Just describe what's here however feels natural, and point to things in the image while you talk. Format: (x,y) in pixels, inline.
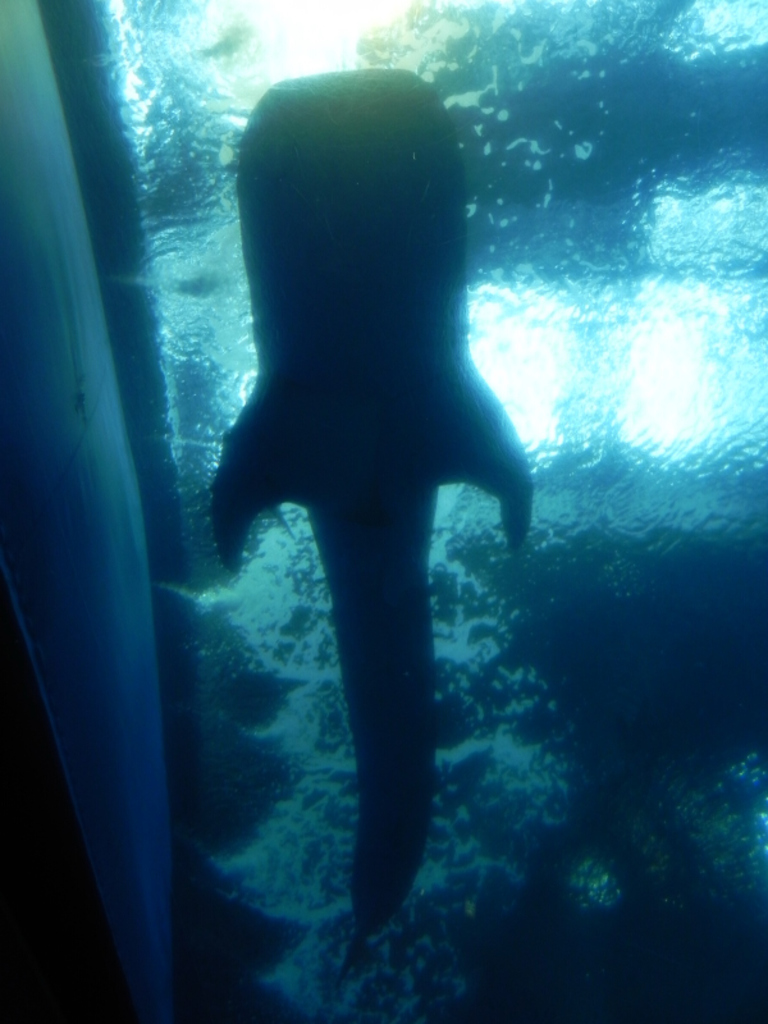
In the foreground of this image (394,379), it seems like a fish (386,437) in the water (531,159) inside the glass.
